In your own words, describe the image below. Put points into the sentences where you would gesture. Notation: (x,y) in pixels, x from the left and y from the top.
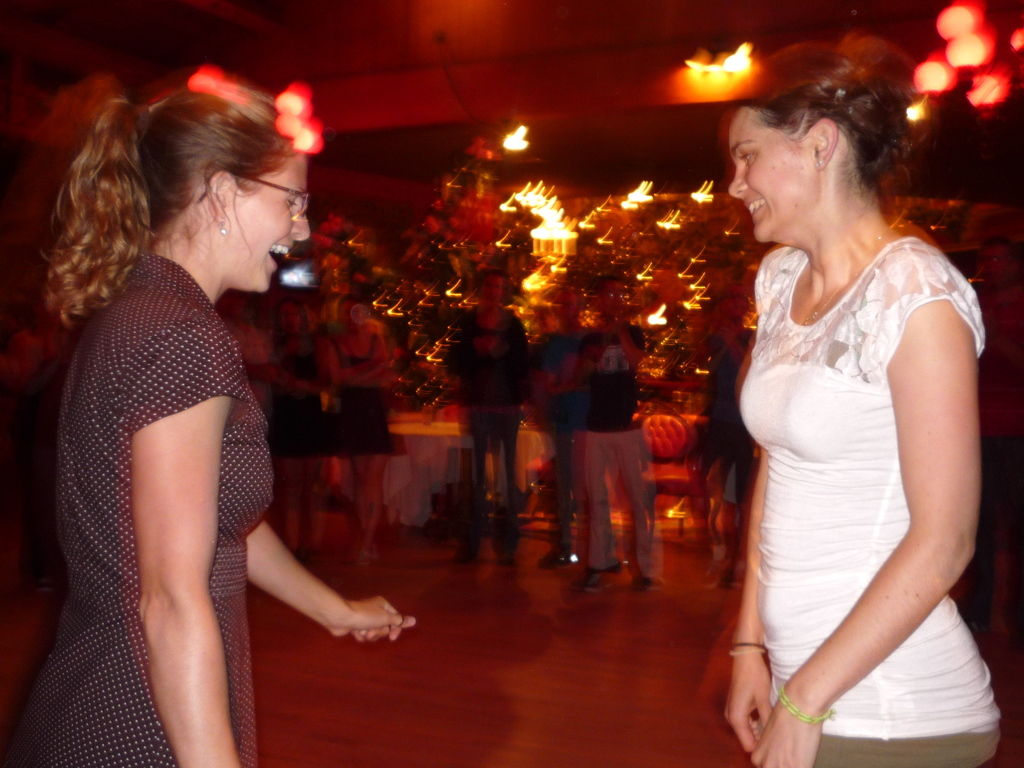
In this image in the foreground (149,447) there are two women (811,461) who are standing and they are smiling, and in the background (724,327) there are some people (283,325) who are standing and there are some trees (671,248) and lights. And also there are some tables (419,430) and chairs (687,433), at the top (249,47) there is ceiling (620,47) and some lights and at the bottom (442,709) there is a floor (481,637).
